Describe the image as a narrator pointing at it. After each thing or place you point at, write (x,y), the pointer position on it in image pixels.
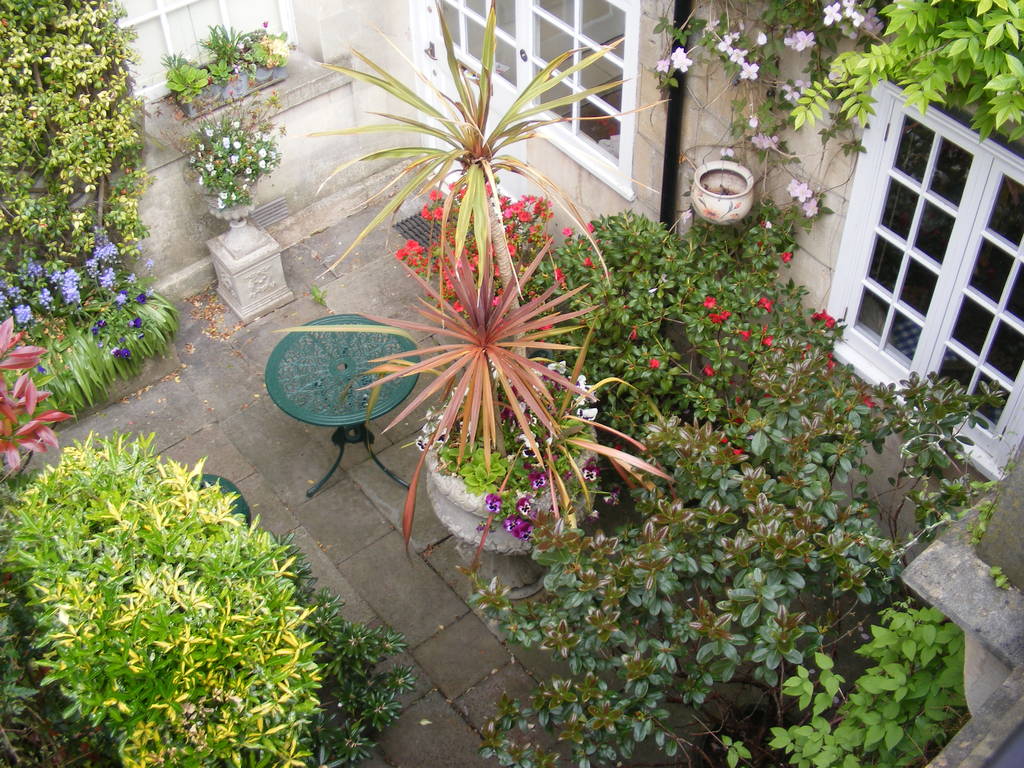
In this image we can see windows (1009,343), creeper plants (774,66), houseplants (210,150), side table (303,385), bushes (314,651), shredded leaves (221,326) and walls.
